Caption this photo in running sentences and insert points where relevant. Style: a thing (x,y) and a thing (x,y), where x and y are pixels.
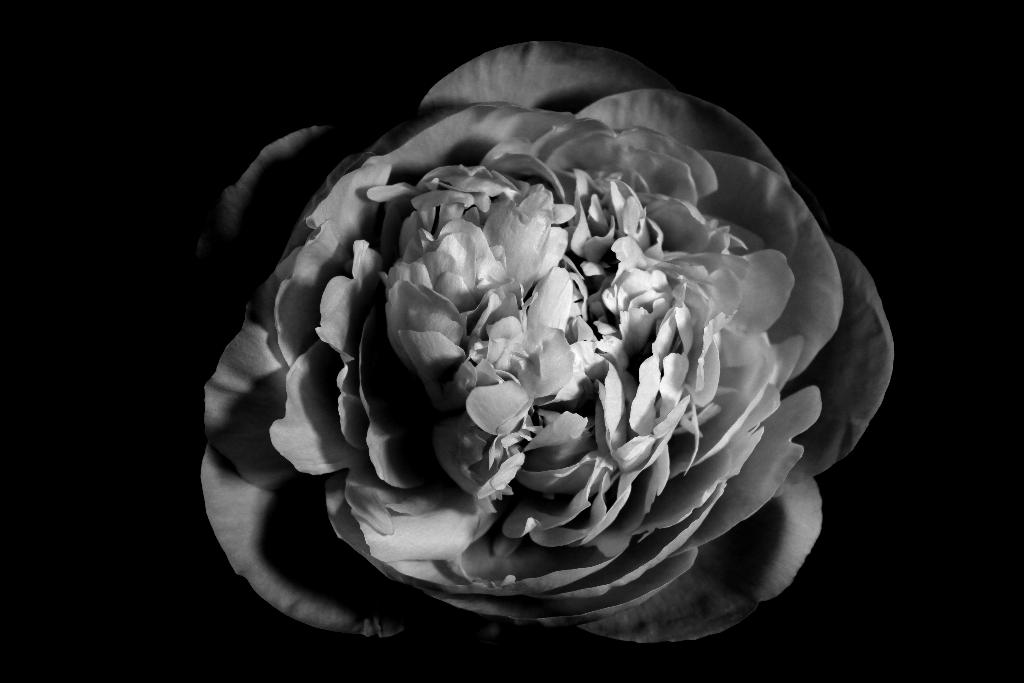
In this image there is a flower (407,348). The background (82,171) is dark.
